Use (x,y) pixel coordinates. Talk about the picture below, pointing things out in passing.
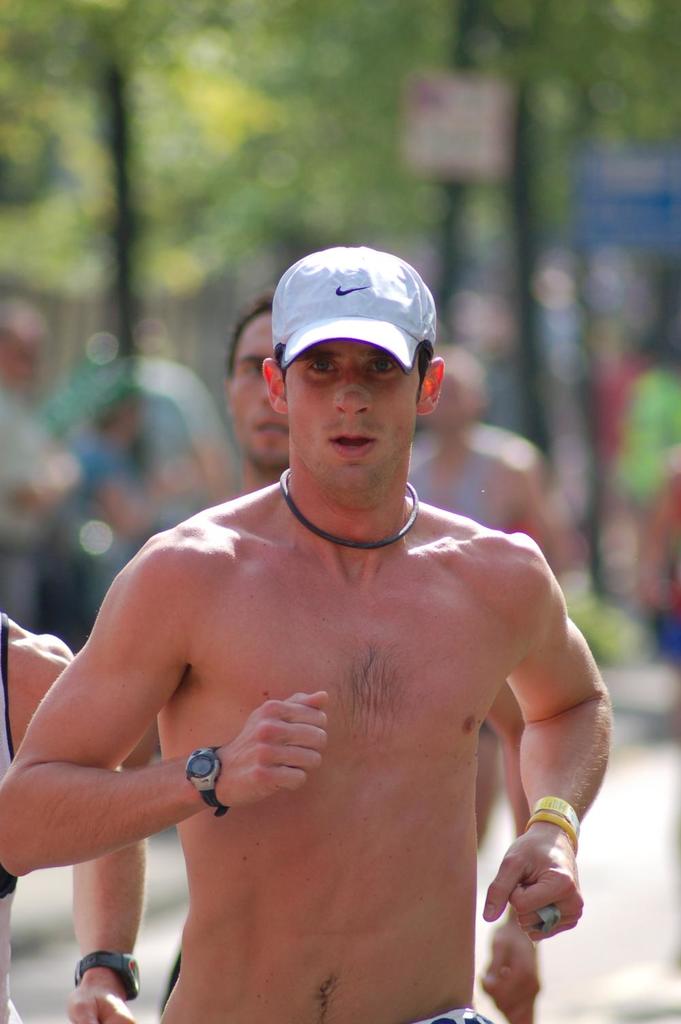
In this image, we can see people (353,584) and one of them is wearing a cap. In the background (392,110), there are trees (293,131), poles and boards (450,169).
